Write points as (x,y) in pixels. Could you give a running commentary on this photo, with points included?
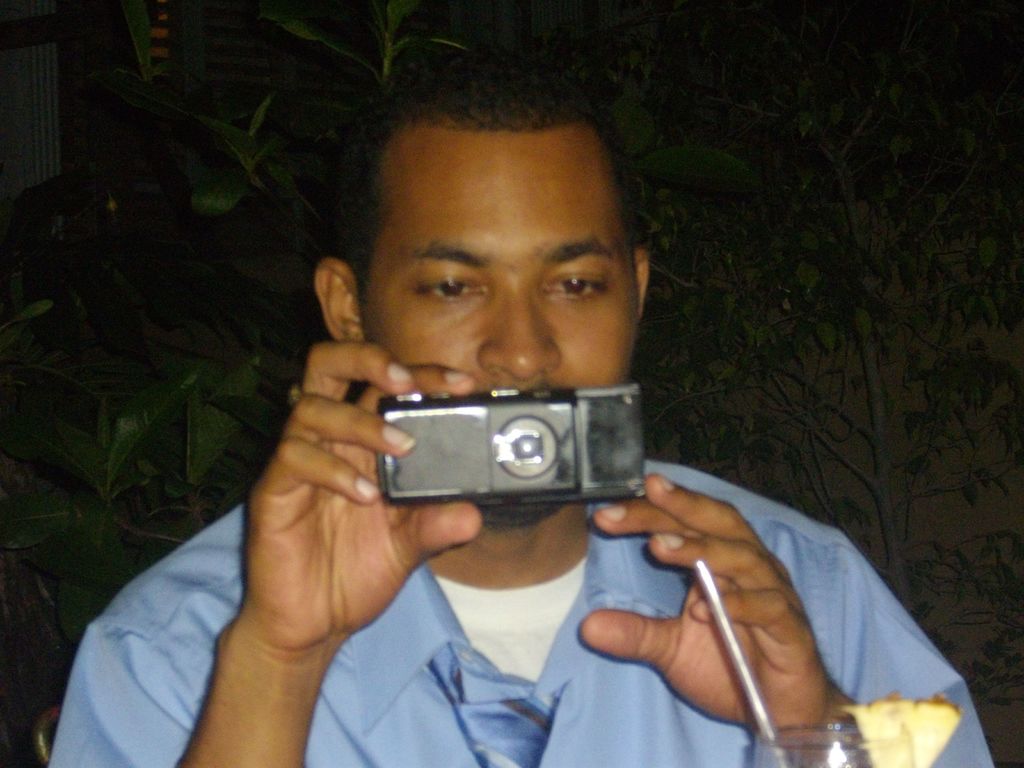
In this image a man (442,597) is holding a camera (523,462) in his hand (826,686) and is seeing at the camera (539,438) in front of him there is a straw (740,658) and a glass (786,740) in the background (182,253) there are leaves (206,208).
